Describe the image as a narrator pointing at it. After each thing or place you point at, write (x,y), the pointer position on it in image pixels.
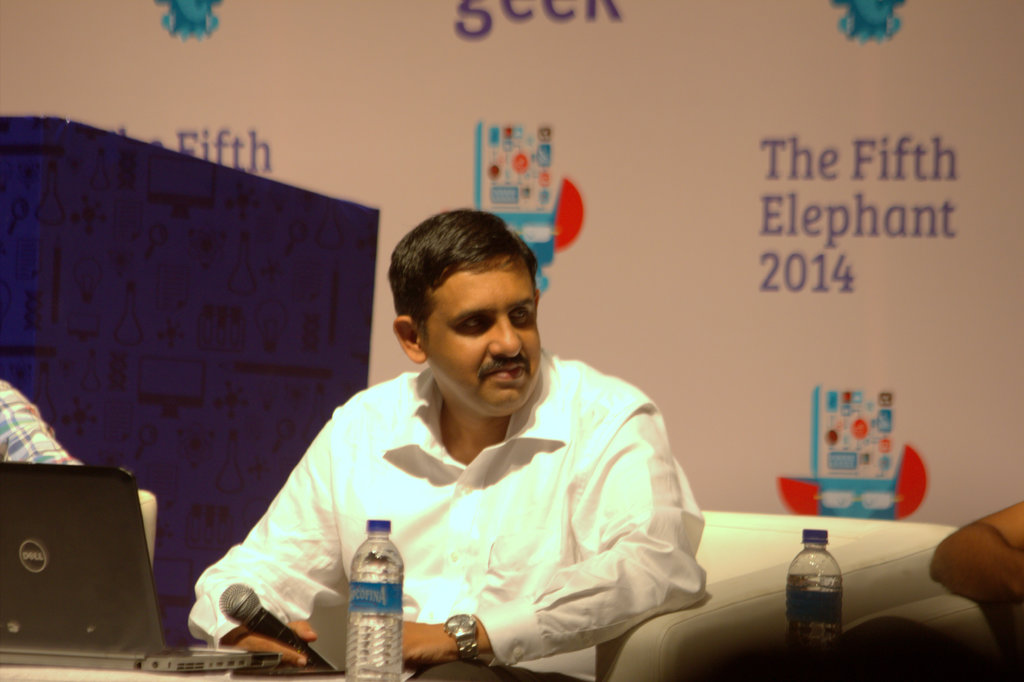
In this image I can see a man (474,442) is sitting and I can see he is holding a mic (239,619), I can also see he is wearing white colour shirt (480,542) and a watch (463,640). Here I can see a laptop (131,597), few bottles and a hand (958,541) of a person (979,538). In the background (418,163) I can see a white colour thing (708,182) and on it I can see something is written at few places.
